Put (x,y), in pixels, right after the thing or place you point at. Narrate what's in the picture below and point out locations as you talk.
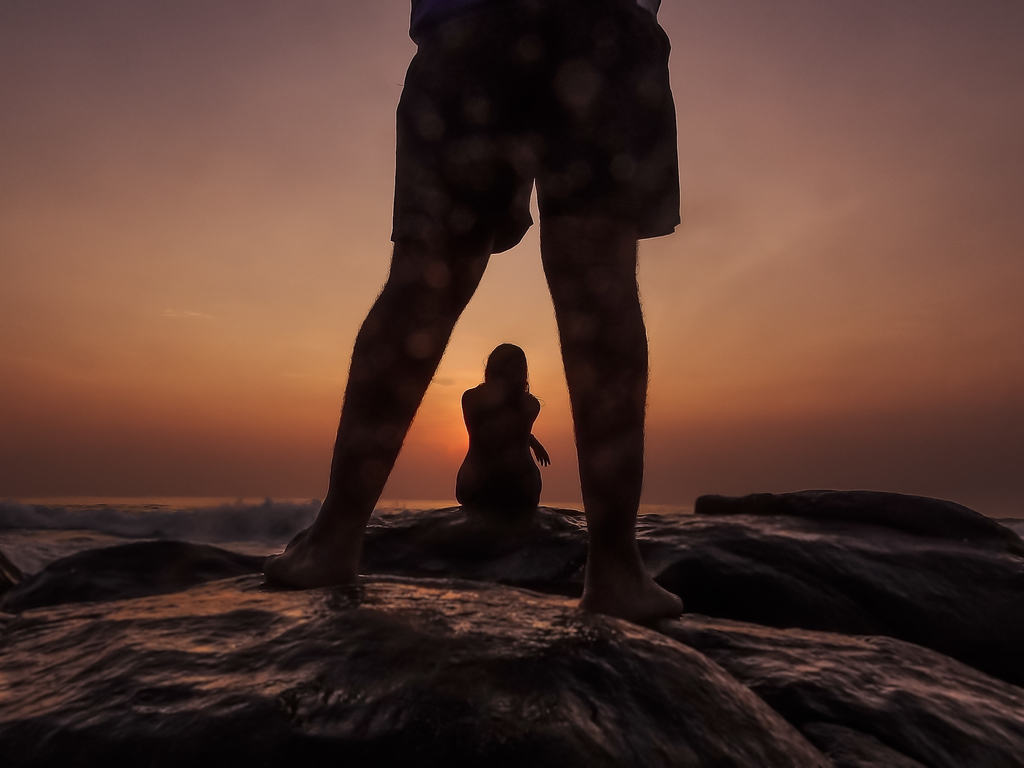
In this image we can see a person's legs (604,234) on the rocks (317,616). In the background (537,332) we can see a girl (472,444) is sitting on the rock (474,523), water (22,531) and clouds (232,478) in the sky (973,156).
